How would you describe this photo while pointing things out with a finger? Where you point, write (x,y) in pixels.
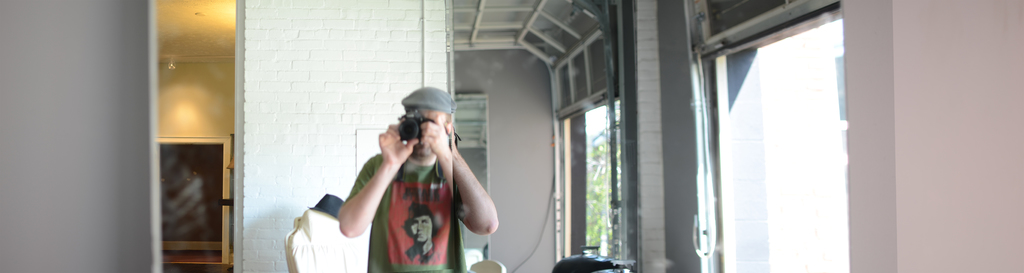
In this image I can see a person (452,195) holding a camera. There is a hat (329,202), chair (355,259), there are walls (288,195), windows (606,189) and there are some other objects (584,272).
